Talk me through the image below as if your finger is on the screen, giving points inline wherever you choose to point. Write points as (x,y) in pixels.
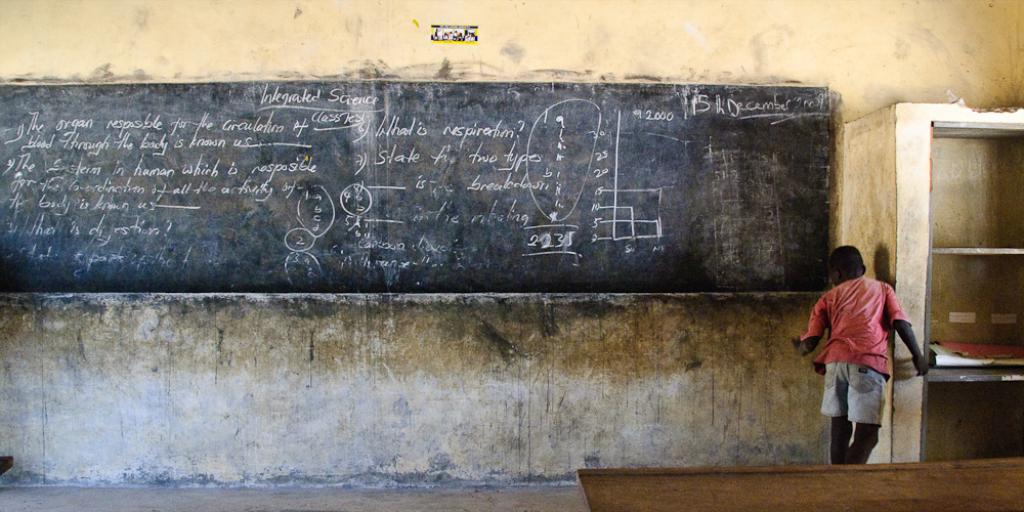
In this image I can see a person (867,448) standing wearing red color shirt (873,362), white color short (869,392). Background (383,101) I can see a black color board (366,99) attached to the wall (684,38) and the wall (684,38) is in cream color.
